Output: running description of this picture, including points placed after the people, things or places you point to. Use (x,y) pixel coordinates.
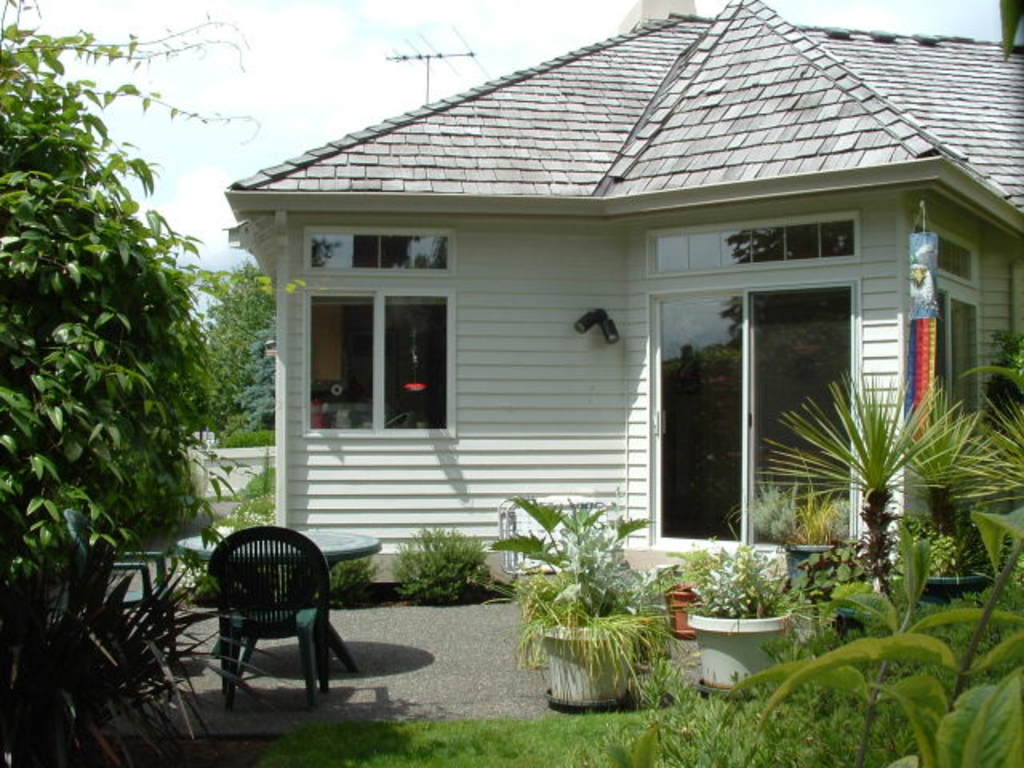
In this image there is a building (760,215) in front of that there is chair (310,674) and table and so many plants (186,601) around.
